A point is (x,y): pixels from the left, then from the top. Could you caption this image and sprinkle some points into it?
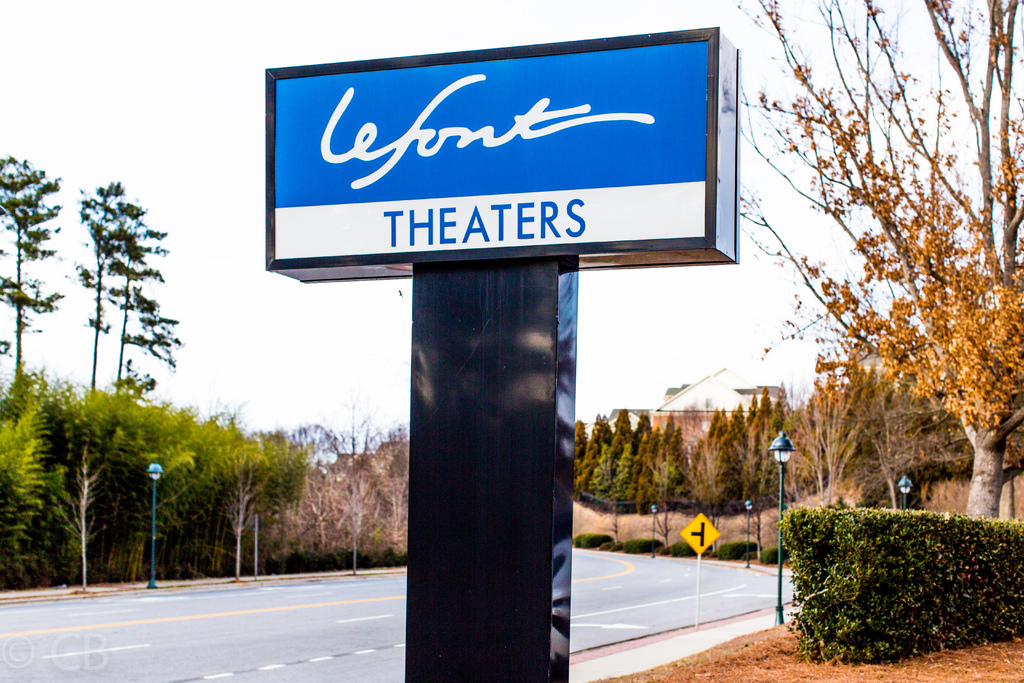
There is a road (709,591). Here we can see poles (418,667), lights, boards (738,183), plants (1011,542), and trees (989,510). In the background (190,132) there is sky (784,221).
